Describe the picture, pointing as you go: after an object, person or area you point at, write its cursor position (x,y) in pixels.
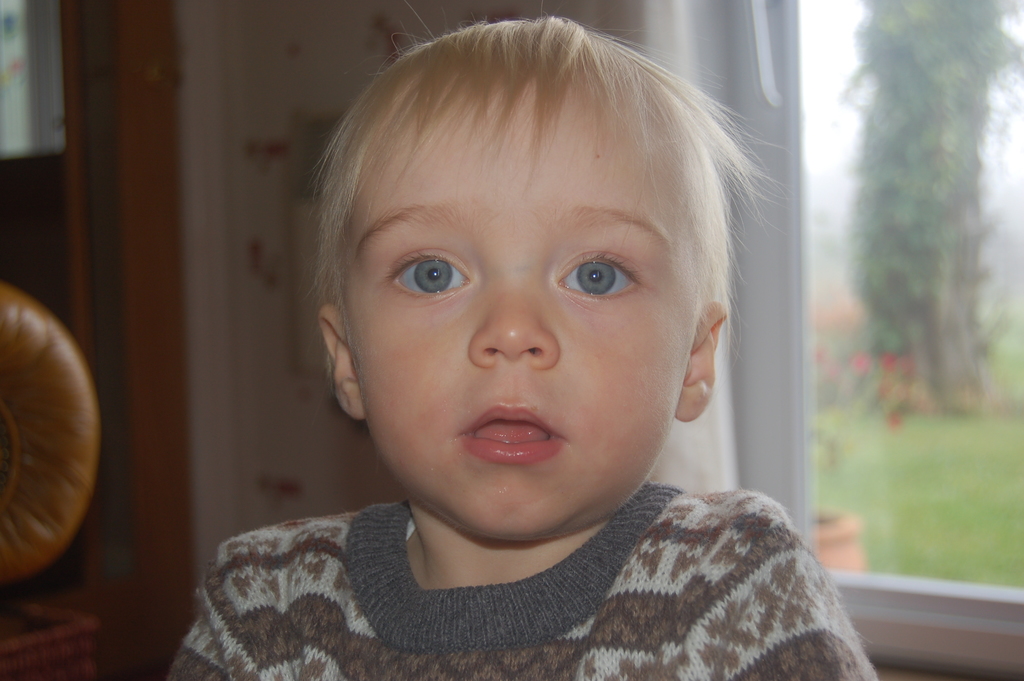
In this picture there is a boy (235,585) wore sweater (712,678). In the background of the image (631,14) we can see wall (251,32) and glass (966,564), through this glass (892,395) we can see tree (925,318), grass (926,433) and sky (805,58).
